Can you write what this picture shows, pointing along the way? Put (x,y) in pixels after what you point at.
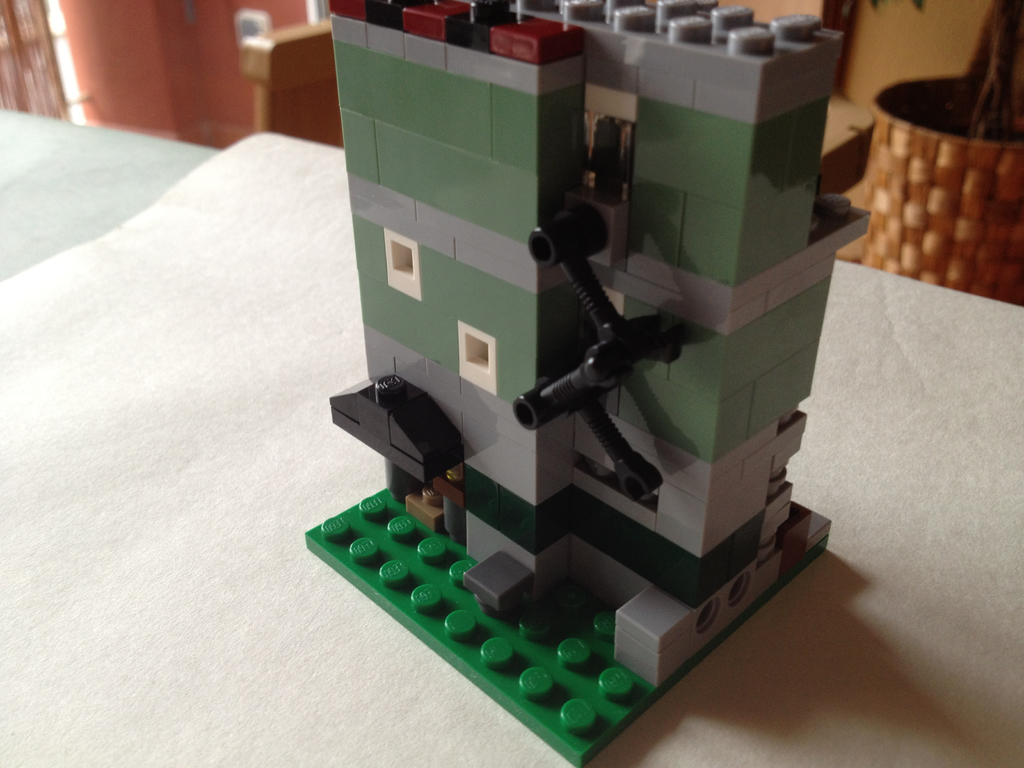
In this image we can see a toy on a white surface (900,434). In the top right (940,139) there is a houseplant (904,90). In the top left (137,100), we can see a wall (208,57).
